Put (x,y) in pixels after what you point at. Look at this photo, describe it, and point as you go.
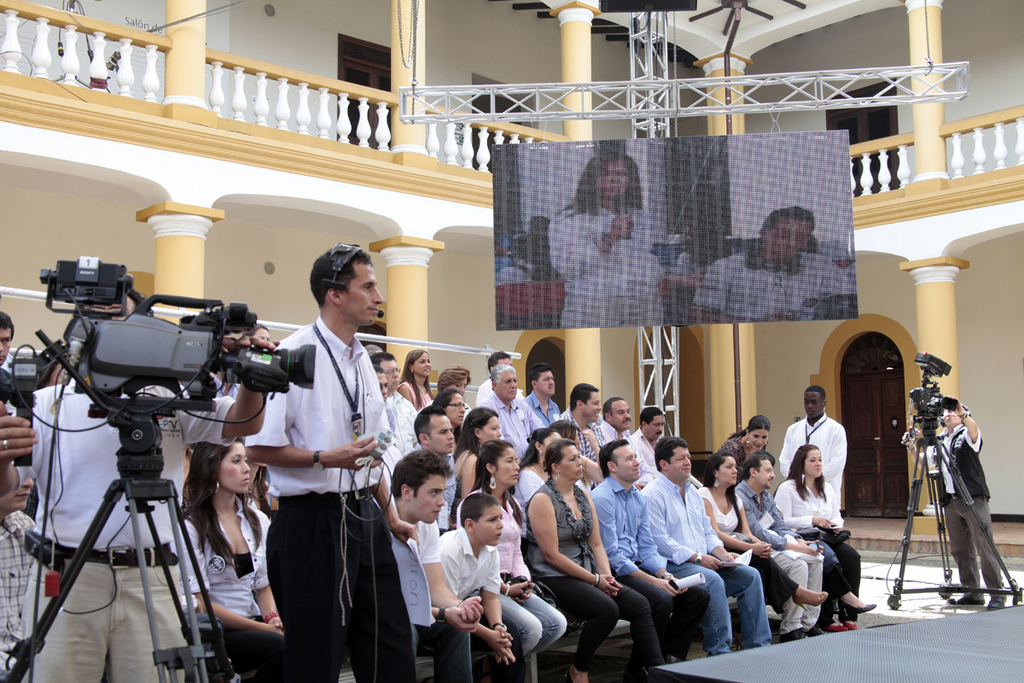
In this picture I can see group of people (717,472) sitting, there are group of people (289,457) standing, there are cameras (178,350) with the tripod stands (916,506), there is a screen (849,243), there are trusses (663,28), and in the background (903,41) there is a building (928,114) with balusters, windows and pillars (424,155).
